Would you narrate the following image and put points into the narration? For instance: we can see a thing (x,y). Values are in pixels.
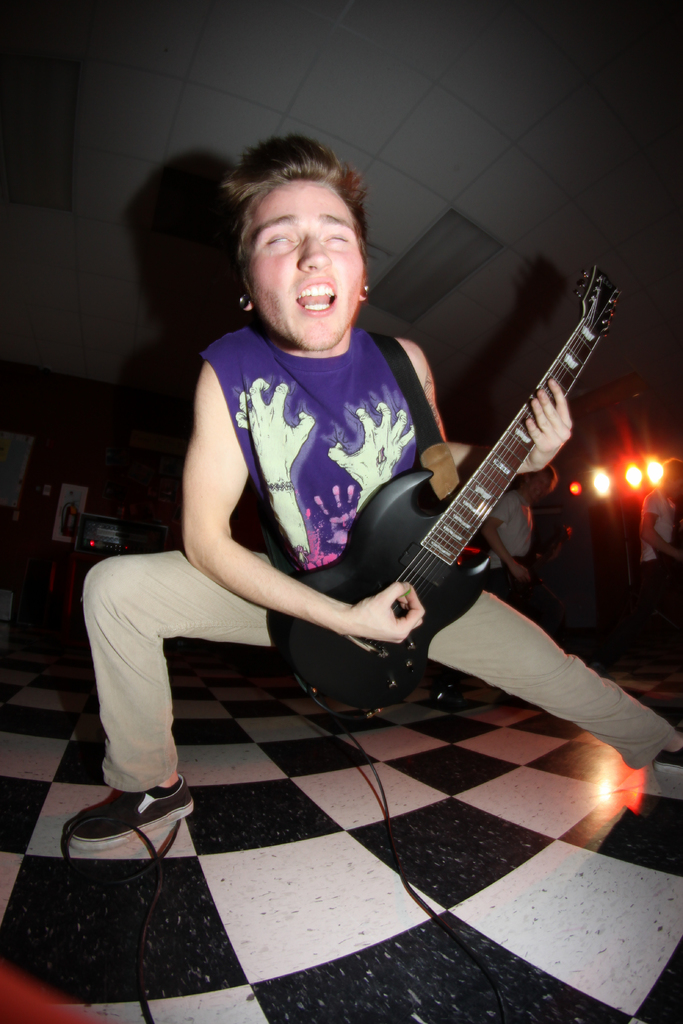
In the image we see there is a person (314,157) who is holding guitar (496,464) in his hand (422,610) and behind him there are persons (650,511) and lightings (603,491).
